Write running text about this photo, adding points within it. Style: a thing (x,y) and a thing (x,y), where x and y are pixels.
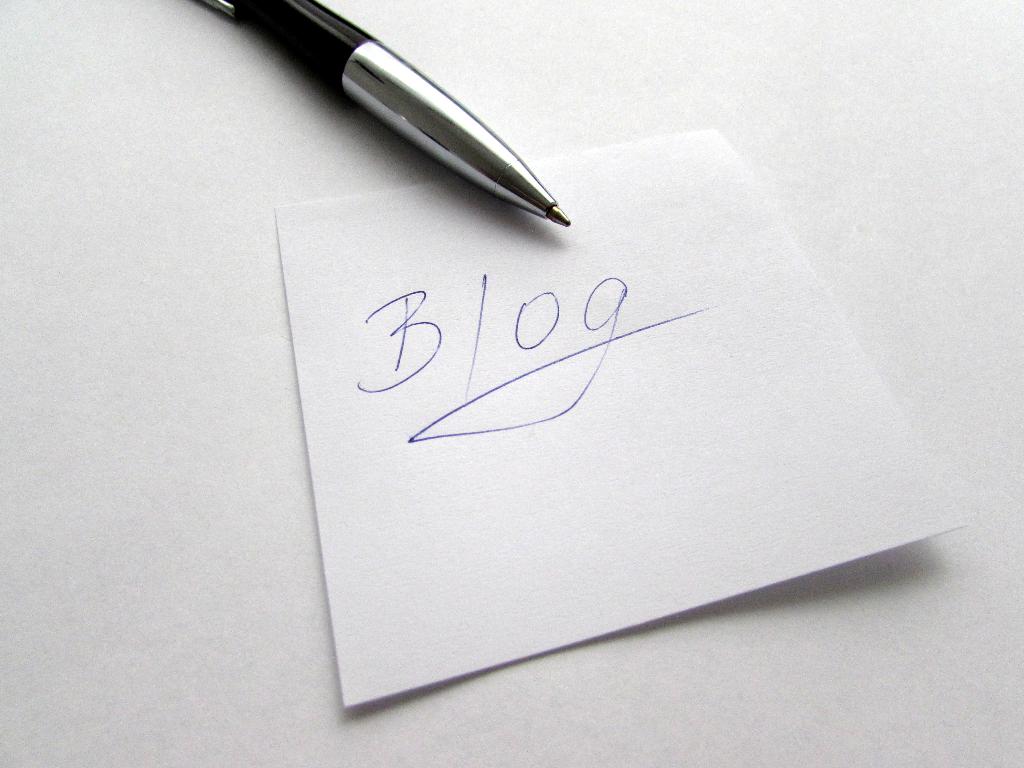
In this image I can see the white color paper (376,332) and something is written on it with blue color. I can see a pen (385,105) on the white surface (221,604).
